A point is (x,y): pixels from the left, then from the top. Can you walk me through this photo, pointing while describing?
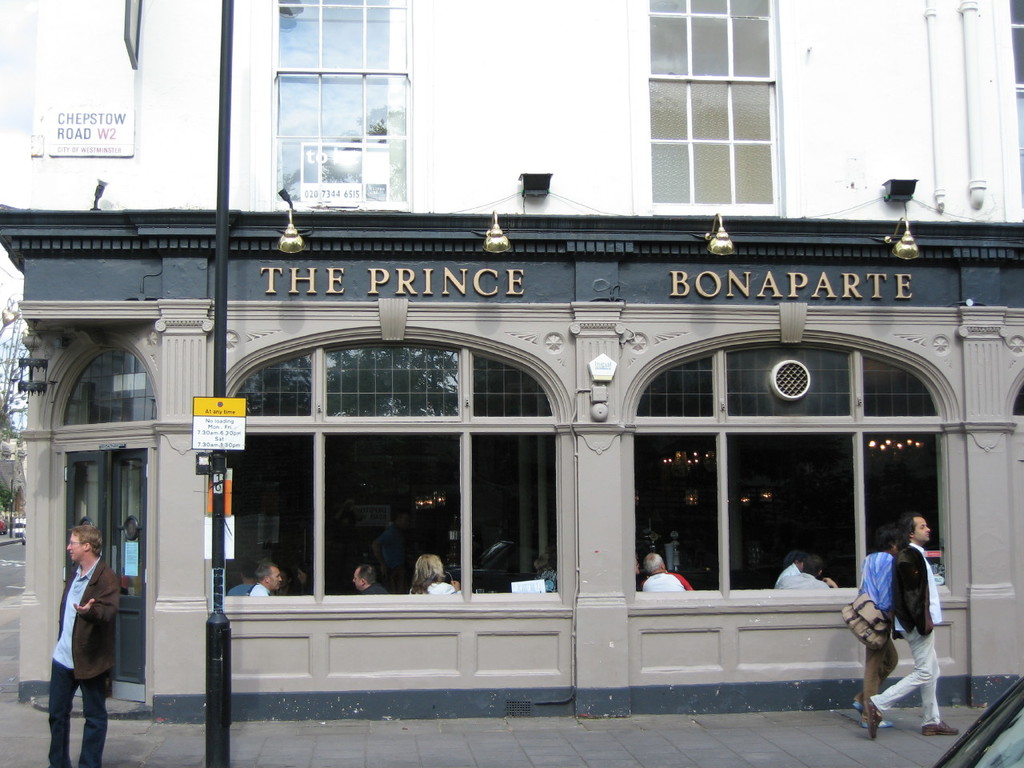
On the left side (75,605) a person (69,616) is standing. On the right side (886,605) two persons (866,655) are walking on the sidewalk (846,724). One person (863,590) is wearing a bag (883,623). In the back (839,621) there is a building (471,280) with something written on that. On the building (418,268) there are lights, windows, door (131,486), name board (690,290). Also some people (269,580) are sitting inside the building (116,478).
